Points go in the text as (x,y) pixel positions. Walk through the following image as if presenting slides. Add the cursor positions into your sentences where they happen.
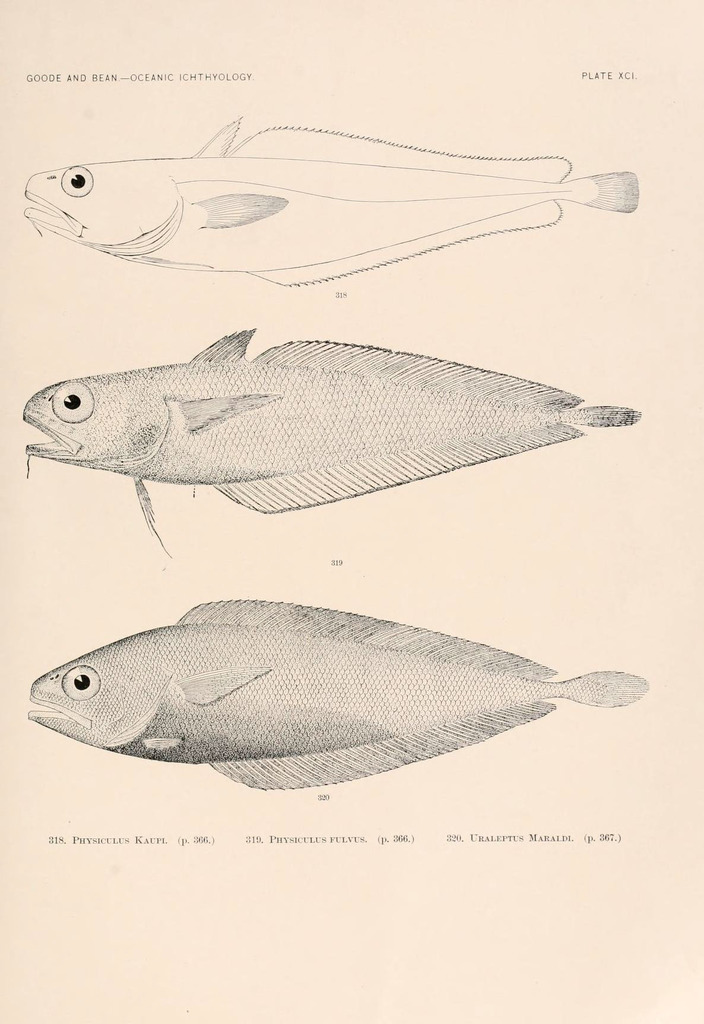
In this image we can see drawing (290,161) of fish (300,697) and some text (283,840).
